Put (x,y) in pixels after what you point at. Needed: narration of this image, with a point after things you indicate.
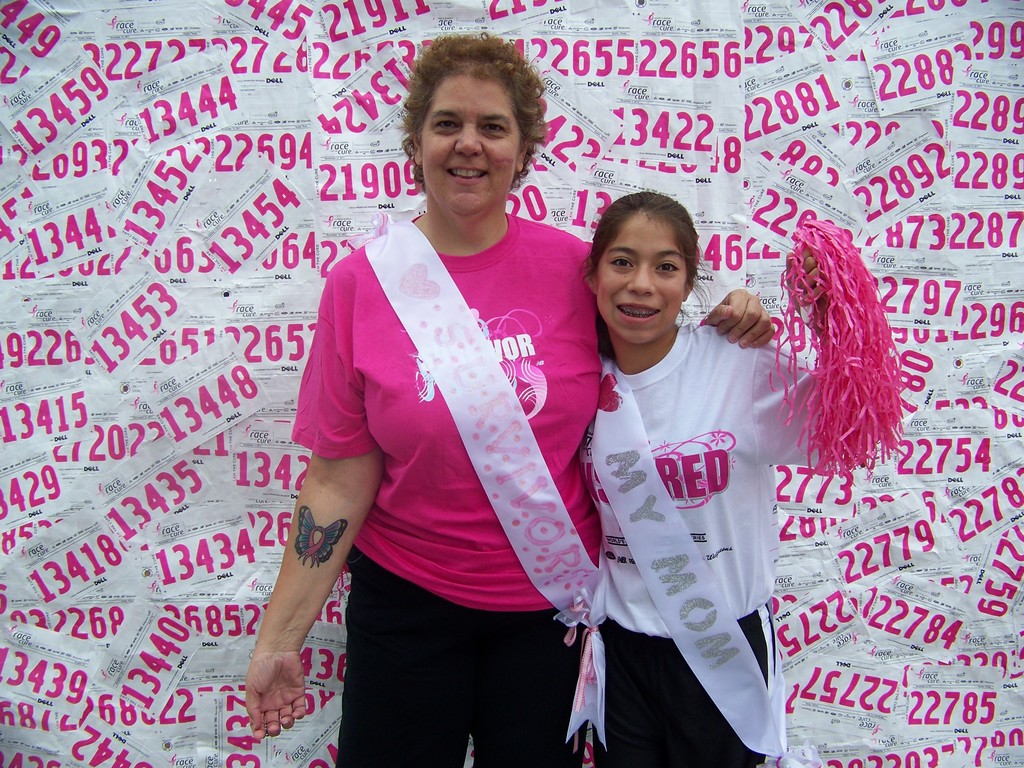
In this image we can see two persons (573,475) standing and wearing sashes (561,520), in the background (761,75) we can see some posters (898,281).
